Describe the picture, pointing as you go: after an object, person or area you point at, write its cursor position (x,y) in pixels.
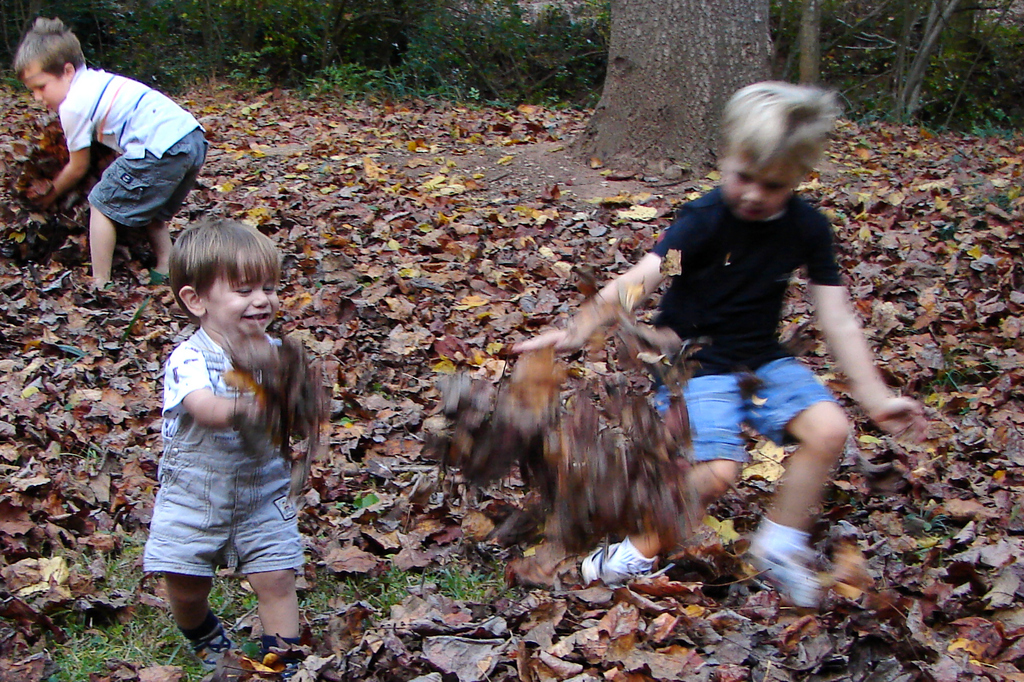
In the image there are three kids (794,245) holding dry leaves (290,428). On the ground (421,387) there are many dry leaves (379,444) and also there is grass (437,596). At the top of the image (263,40) in the background (263,40) there are trees (259,29) and also there is a tree trunk (648,42).
